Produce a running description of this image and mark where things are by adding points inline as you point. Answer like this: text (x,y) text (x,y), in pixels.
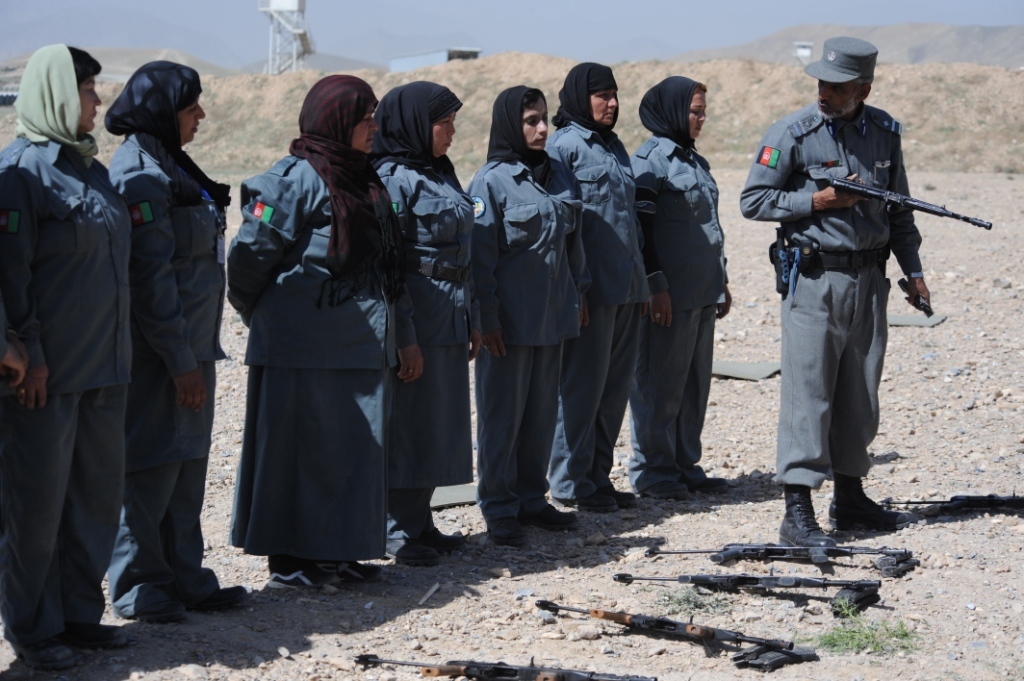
In this image we can see women (641,223) and man (858,251) standing on the ground (568,575). Of them man (866,178) is holding gun (868,190) in the hands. In the background (329,14) we can see tower (274,30), hills (299,74), sky (262,43), sheds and guns (605,675) on the ground (310,629).
